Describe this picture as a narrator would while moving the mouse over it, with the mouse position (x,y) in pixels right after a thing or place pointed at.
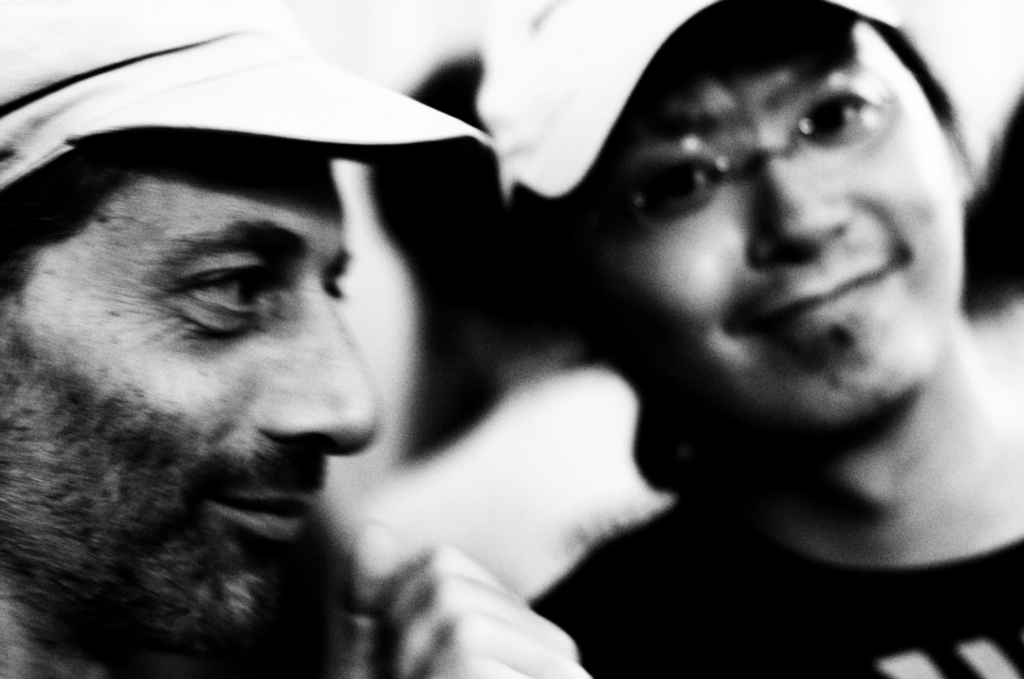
In the picture there are two men (208,311) wearing caps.
